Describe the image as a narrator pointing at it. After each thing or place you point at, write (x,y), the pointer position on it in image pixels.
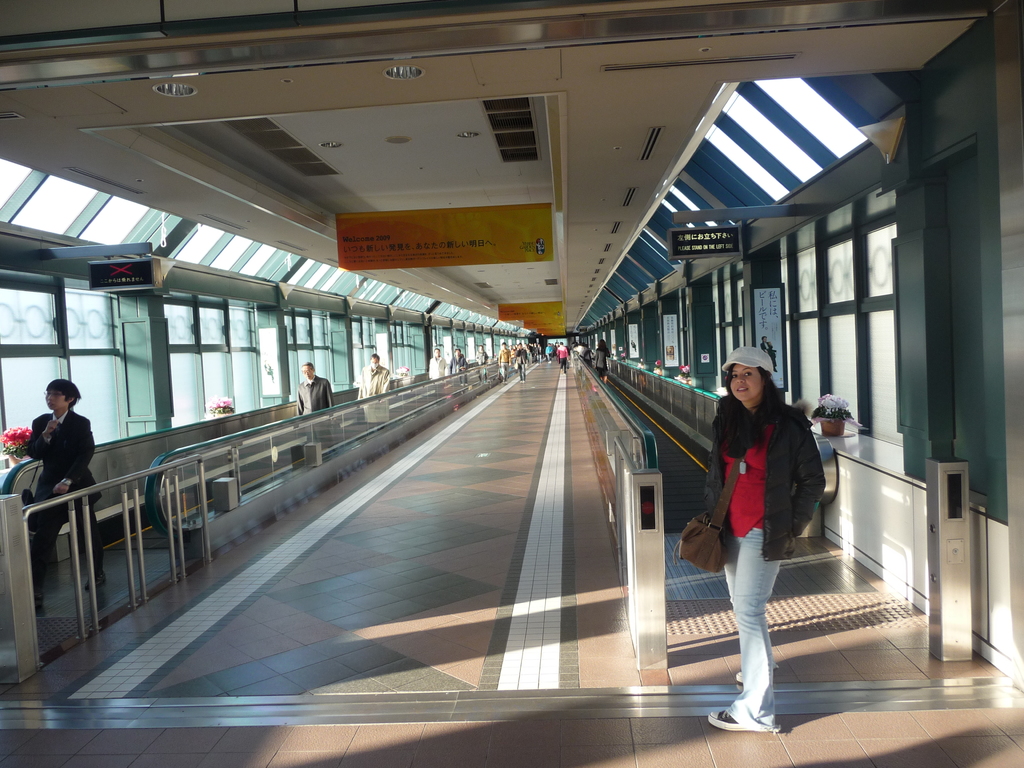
In front of the image there is a woman (760,485) standing, behind the woman (732,497) there is an escalator (672,446). On the left side of the image (50,460) there are a few people (69,460) on the escalator (234,430). In the background of the image (511,353) there are a few people (517,371) walking. At the top of the image (398,234) there are sign boards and lamps (472,135) on the roof (423,125). Besides the escalator (696,440) there are glass windows (258,250), on the window platform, there are flower pots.
